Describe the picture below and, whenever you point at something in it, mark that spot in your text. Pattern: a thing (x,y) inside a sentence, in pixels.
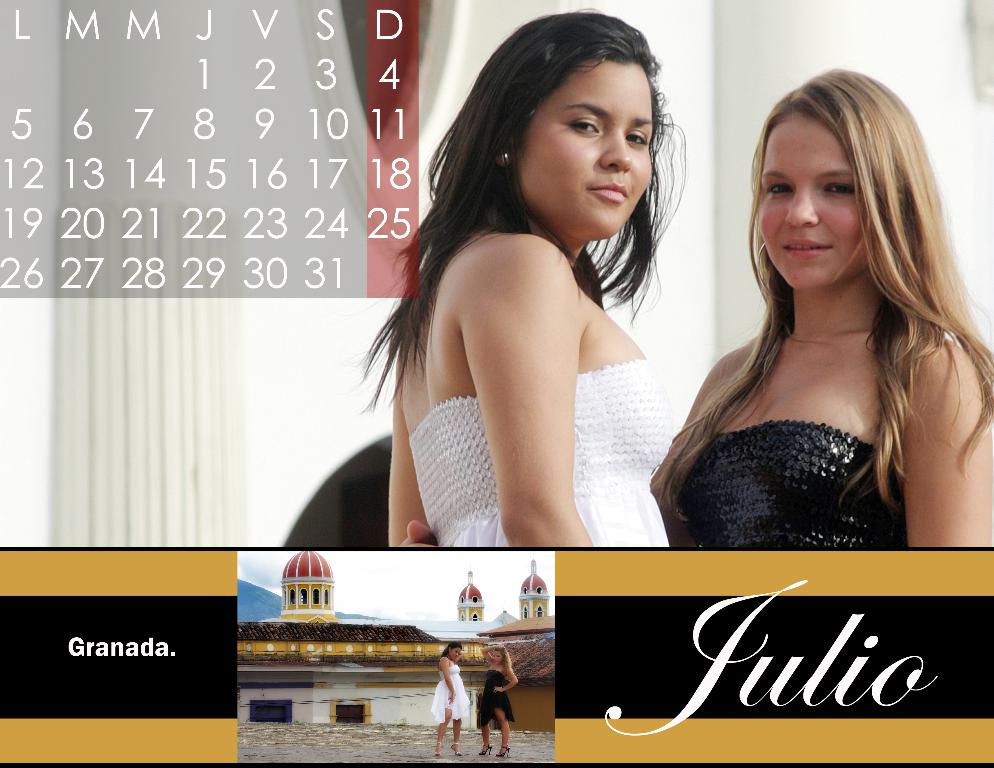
This is an image with collage. In this image we can see two women (597,331) holding each other. We can also see some numerical calendar sheet (13,287) and some text (117,653) edited on it. On the bottom of the image (312,670) we can see the picture of two women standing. On the backside (275,710) we can see some buildings (332,672) with windows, the hills (243,596) and the sky (370,601).
